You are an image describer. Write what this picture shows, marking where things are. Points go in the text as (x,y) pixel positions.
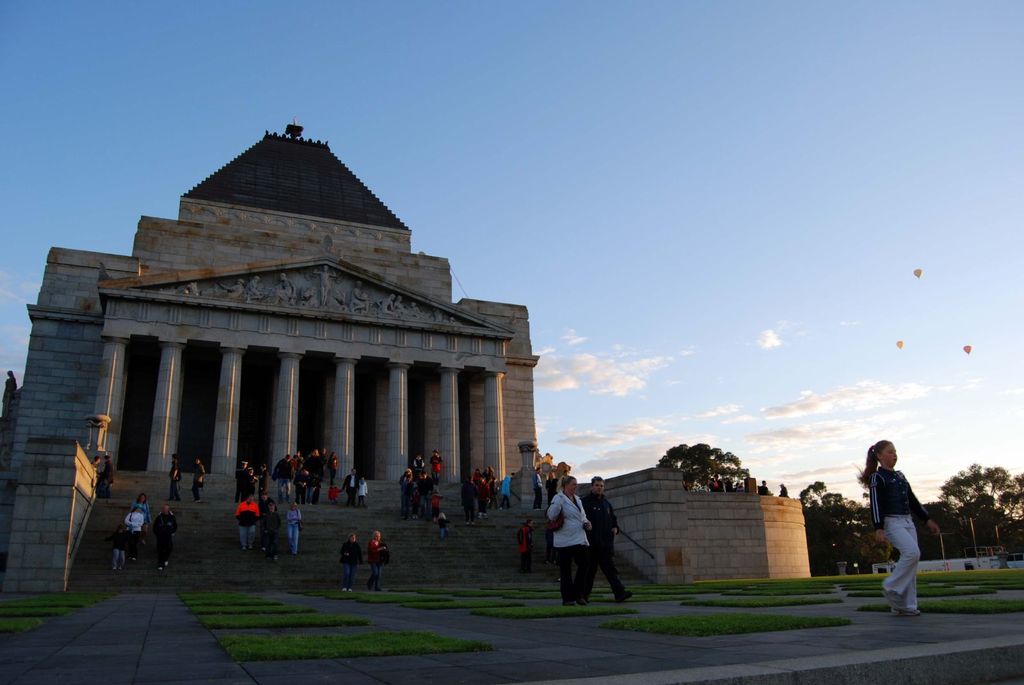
In this picture we can see a building (65,511), pillars (288,404), trees (981,476) and a group of people (581,520) where some are standing on steps (356,584) and some are walking on the ground (497,598), grass (763,585), hot air balloons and in the background (688,349) we can see the sky (702,351) with clouds (827,438).
